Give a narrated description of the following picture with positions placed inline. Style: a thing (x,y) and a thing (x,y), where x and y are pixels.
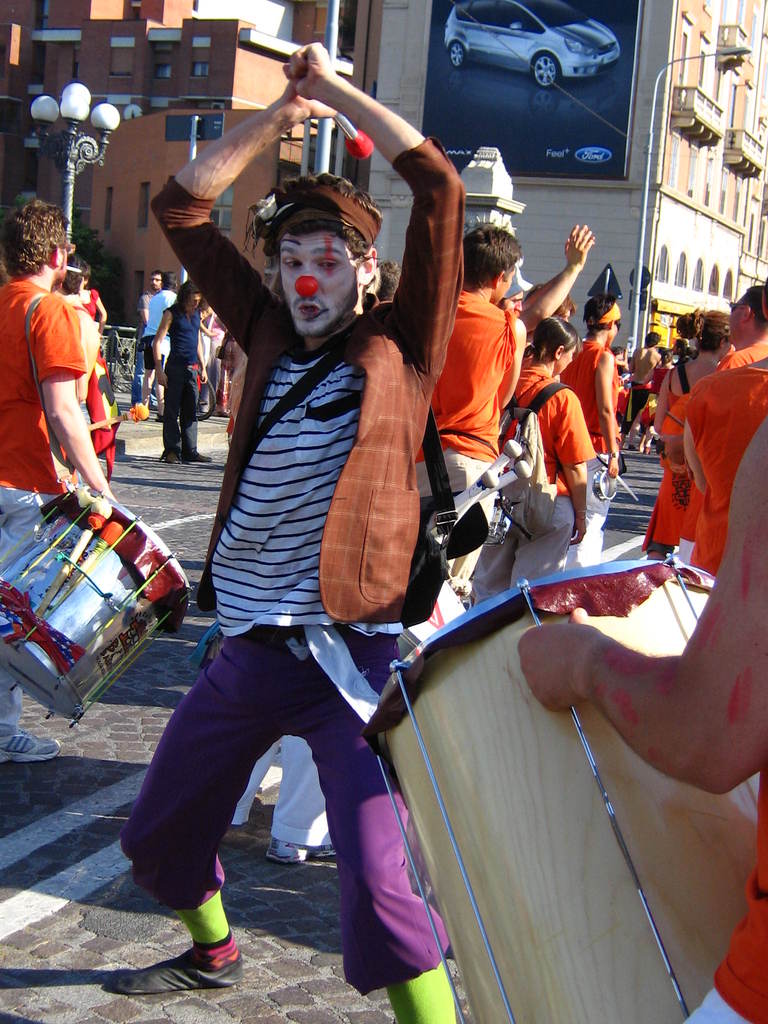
The person (391,428) wearing a brown jacket (391,445) is holding a drumstick (360,158) in his hand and there are group of people (540,380) wearing orange shirts (580,386) in background (499,301) and there are two buildings (458,166) where one building (541,81) has ford car picture (532,73) on it and the other building (217,85) is red in color.
